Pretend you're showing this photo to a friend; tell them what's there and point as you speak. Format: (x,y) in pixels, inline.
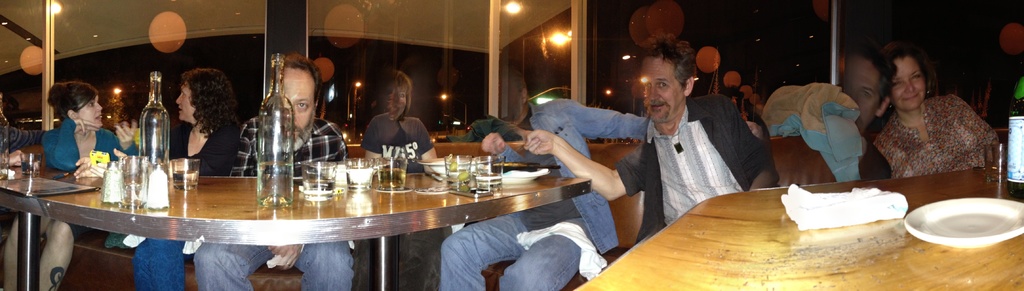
In this picture we can see a group of people (563,161) sitting on chairs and in front of them there is table (286,218) and on table (304,203) we can see bottle (284,164), glass (309,184) with drink (327,187) in it, mobile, plate (517,179), paper (793,204), tin (119,177) and in background (282,35) we can see pillar (268,46), light (557,35).
